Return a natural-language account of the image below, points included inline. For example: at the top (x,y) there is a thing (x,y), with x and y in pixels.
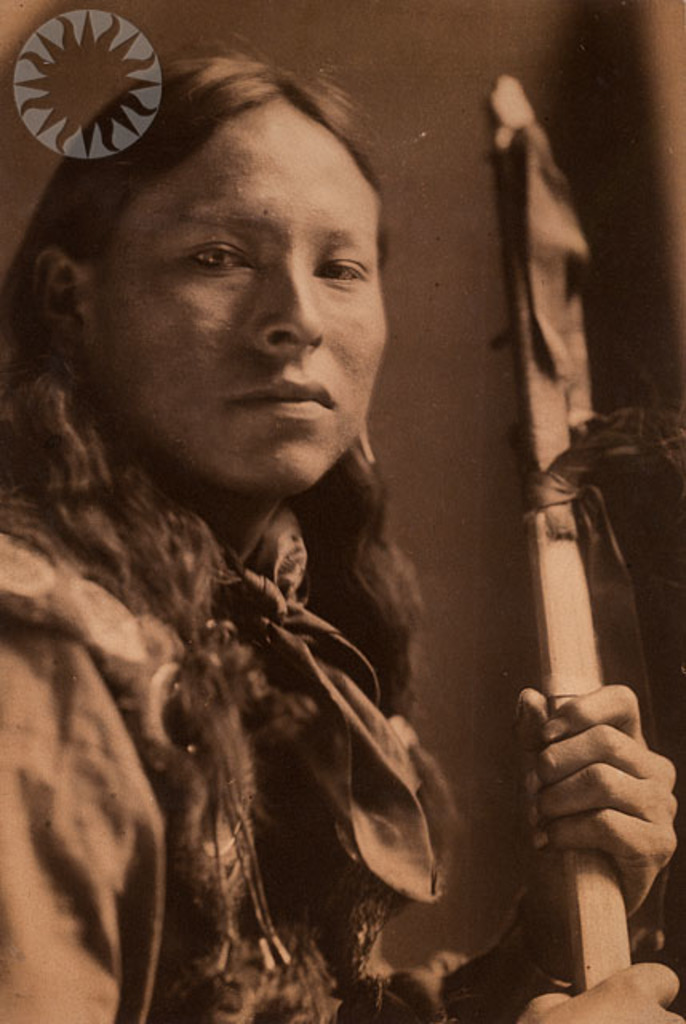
This picture shows a human (308,441) holding sticks (556,611) in the hands (553,755) and we see a watermark (104,84) on the top left corner (85,75).
